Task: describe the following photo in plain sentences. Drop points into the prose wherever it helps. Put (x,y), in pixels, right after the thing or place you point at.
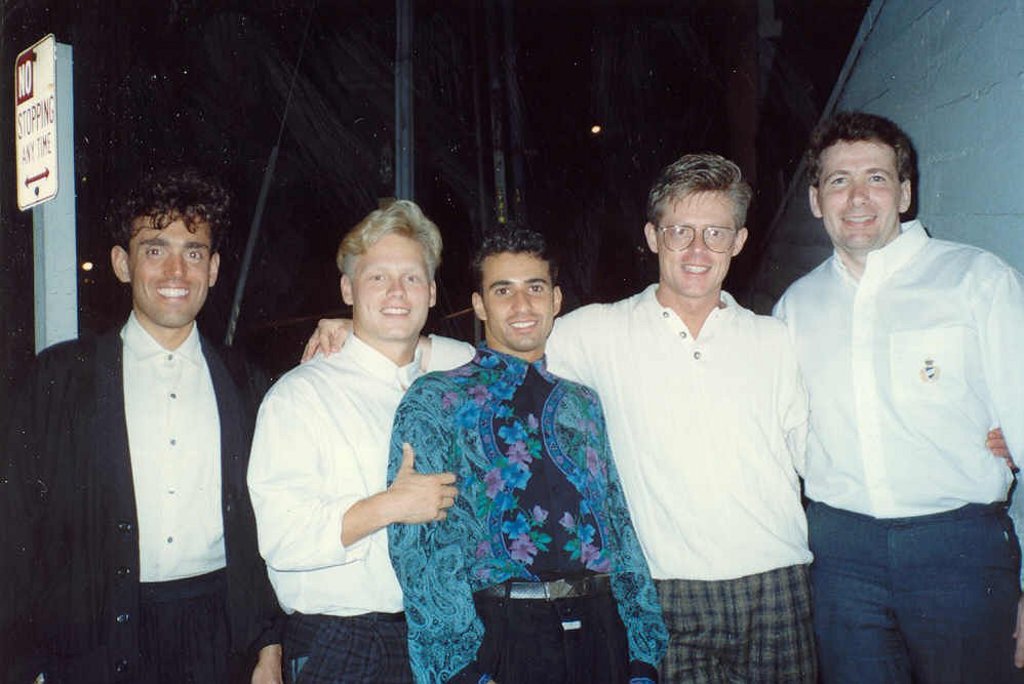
In this image in front (977,438) there are people (623,421) wearing a smile on their faces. On the right side of the image (920,124) there is a wall (1021,135). On the left side of the image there is a directional pole (55,243). In the background of the image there is a light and there are a few objects (396,124).
